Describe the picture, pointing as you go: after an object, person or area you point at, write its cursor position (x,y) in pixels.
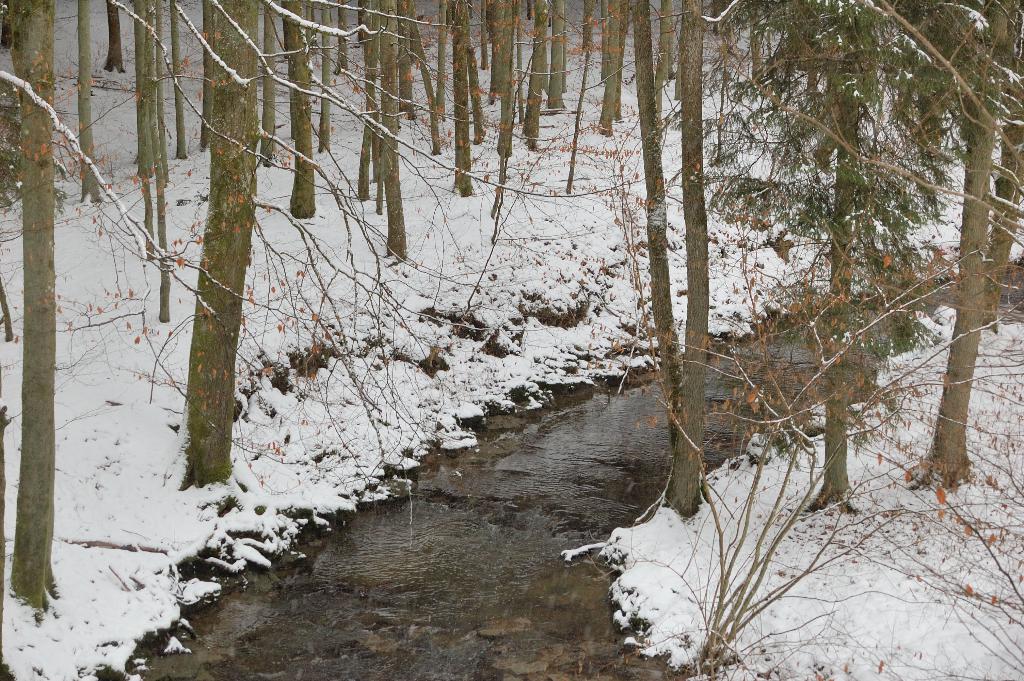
In this picture we can see water (539,463), snow (526,285) and trees (320,123).
